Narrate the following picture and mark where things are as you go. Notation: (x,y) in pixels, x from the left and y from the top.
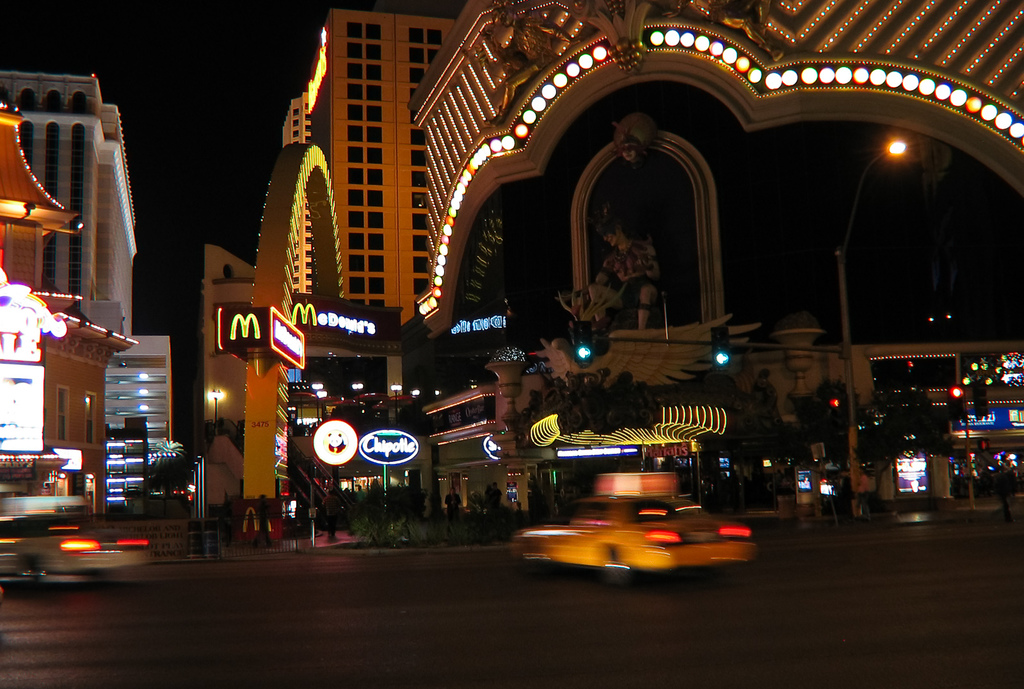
As we can see in the image there are buildings (27,143), traffic signals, street lamp (892,156), statue (611,238), banners (276,332), lights (0,303) and sky (219,148). The image is little dark.
